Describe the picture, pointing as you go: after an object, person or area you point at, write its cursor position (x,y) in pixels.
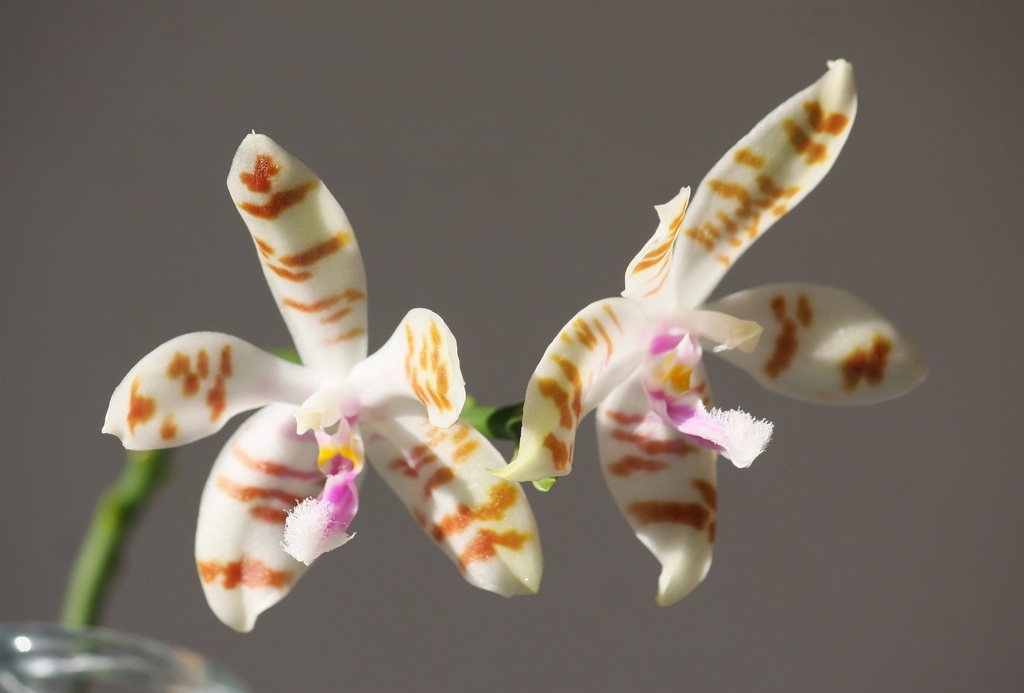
In the center of this picture (462,459) we can see the two white color flowers (616,354) and a green color stem (139,477). In the background (481,324) we can see some other objects (64,641).
